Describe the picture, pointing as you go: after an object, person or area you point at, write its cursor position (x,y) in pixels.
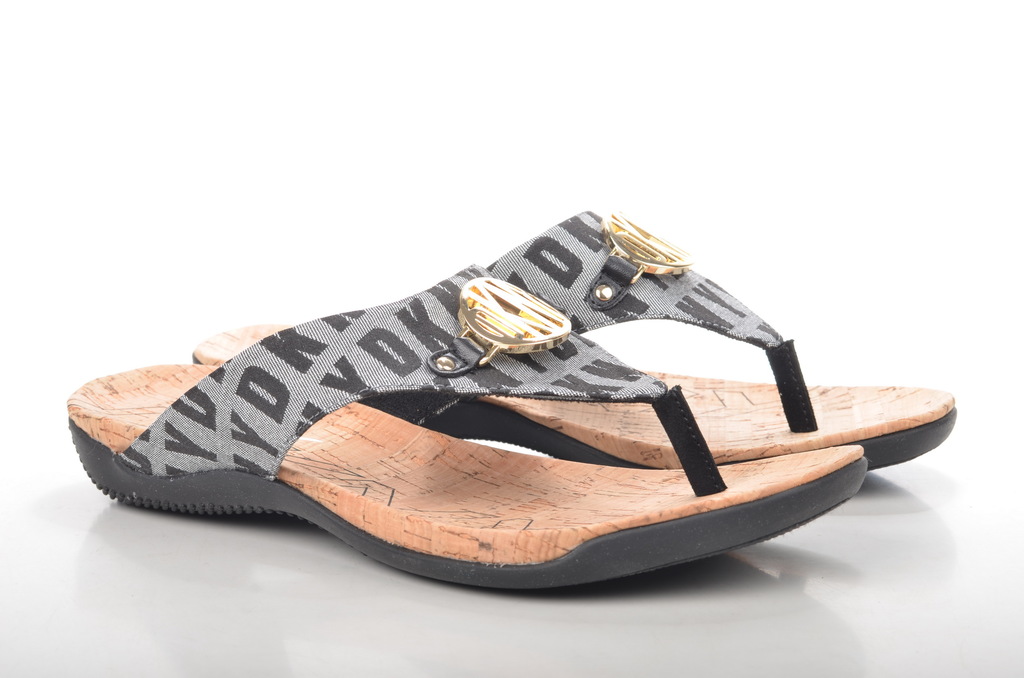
In this image I can see footwear (377,489) on the white color floor (245,625).
